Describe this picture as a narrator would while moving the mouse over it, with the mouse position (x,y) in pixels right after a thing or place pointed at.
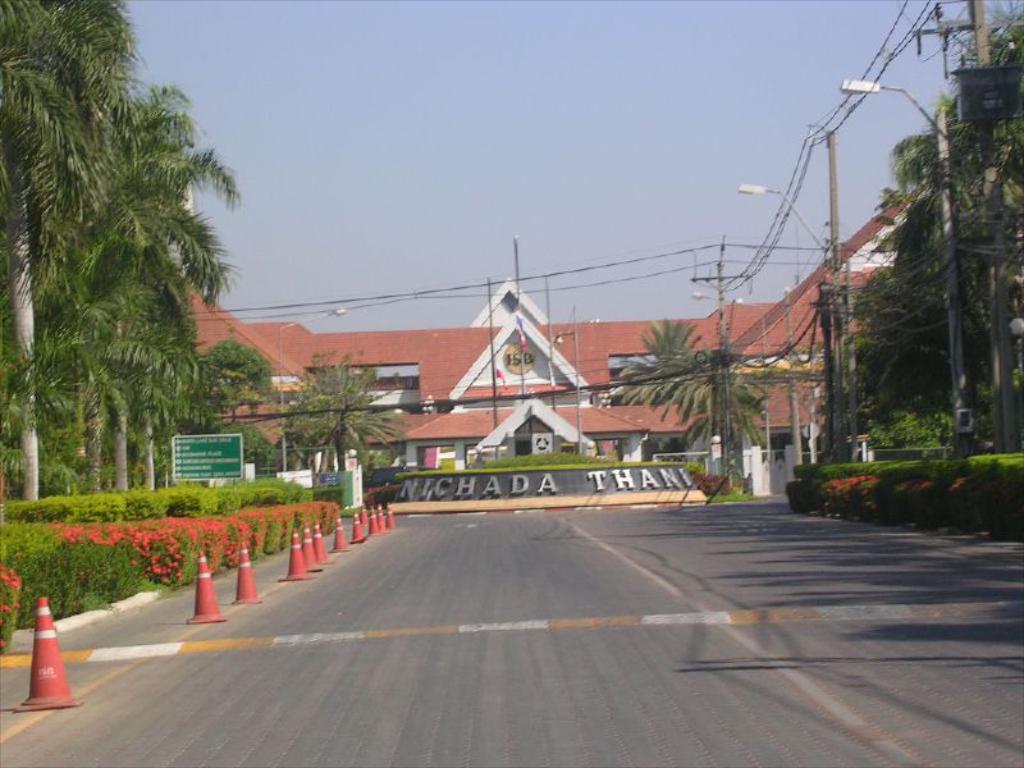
In this image I can see the road (547,662). To the left (249,597) there are the traffic cones (250,596). To the side of the road (553,525). I can see many plants (804,480) and trees (4,304). In the back (429,371) I can see the building (441,363) which is in brown color. And I can see the name (442,483) written on it. I can also see the wires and sky (381,160) in the back (338,247).
